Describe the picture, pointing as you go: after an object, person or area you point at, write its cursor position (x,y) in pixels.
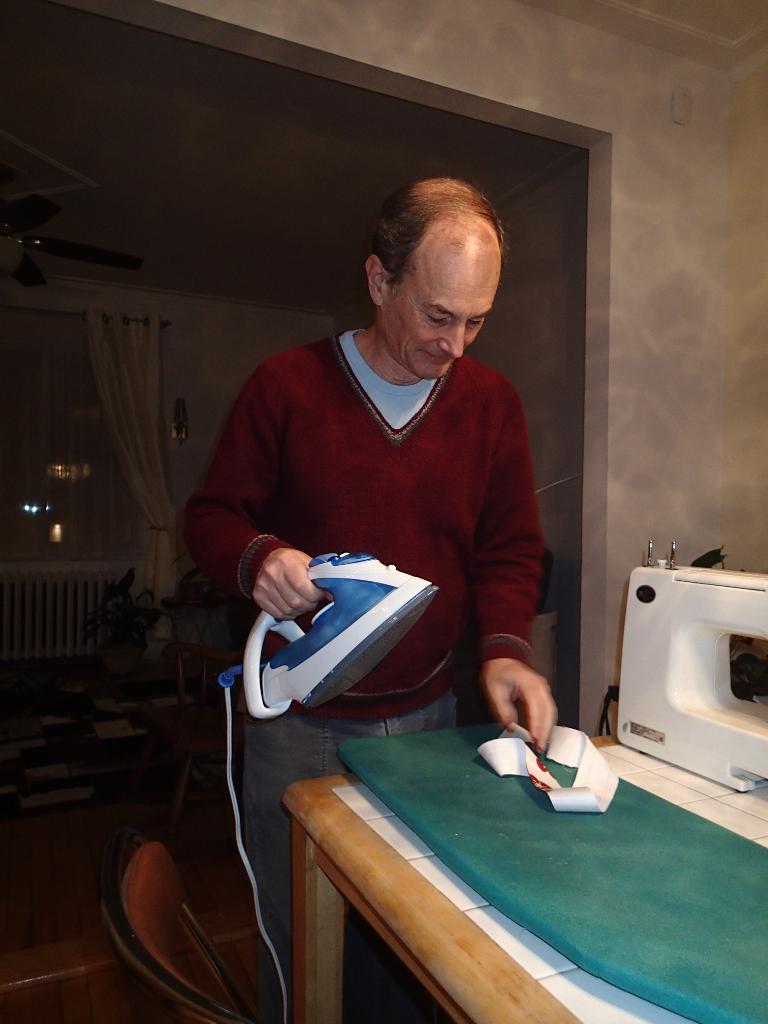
As we can see in the image there is a wall (701,239), curtain (135,393), window (38,416), table (412,877), sewing machine (656,716) and a person (494,468) holding iron box (314,629).
